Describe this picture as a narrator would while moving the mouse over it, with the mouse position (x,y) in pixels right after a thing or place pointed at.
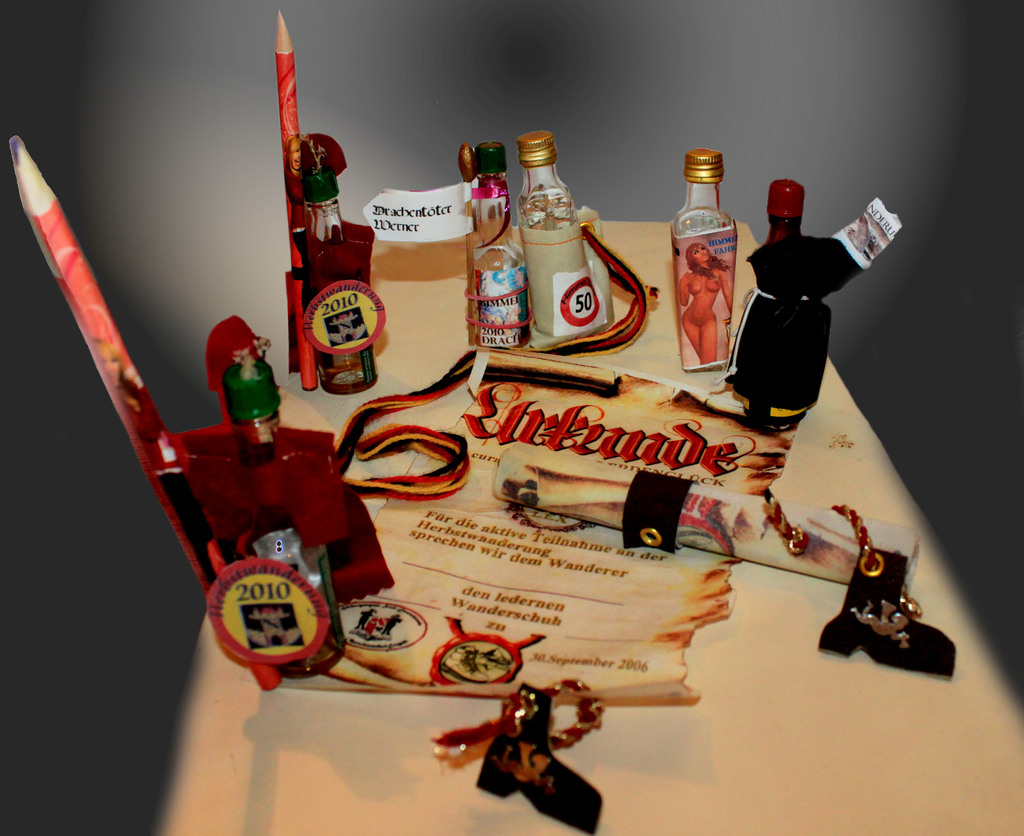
In the image there are several glass bottles (683,283) on a table (978,809) and there are some pencils (284,177) and charts (433,620) on it.
